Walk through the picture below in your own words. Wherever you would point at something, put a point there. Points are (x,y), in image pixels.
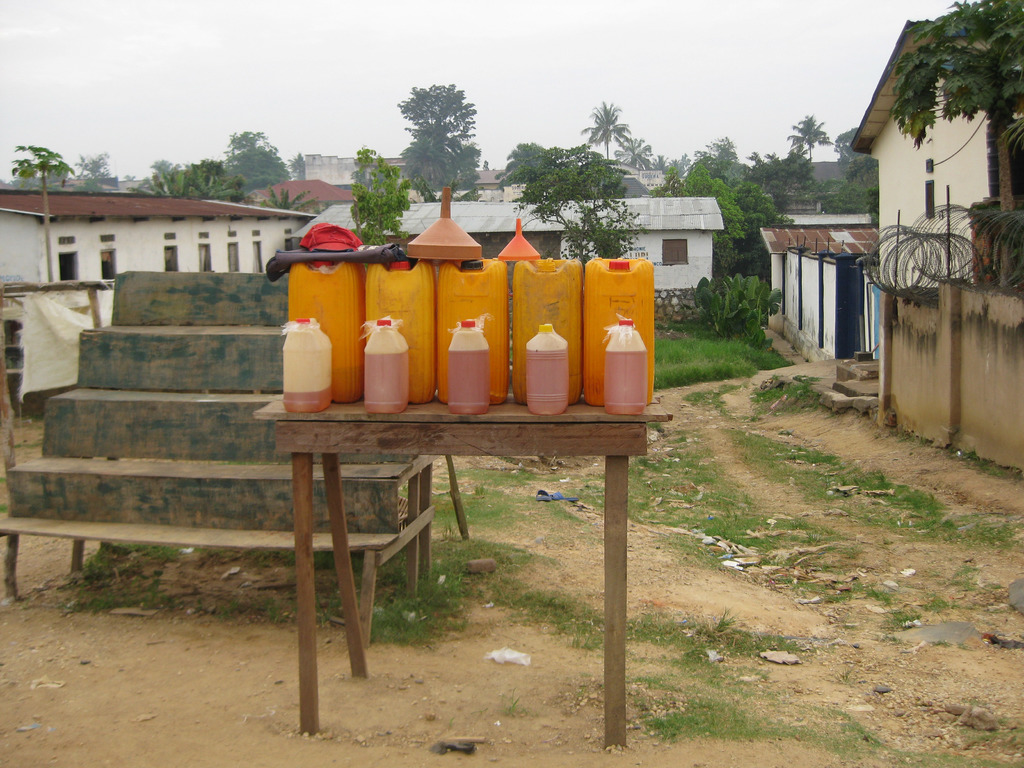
In the center of the image (448,430) there is a table (532,443). On top of it there are cans (398,297) and a few other objects (348,251). On the left side of the image (188,484) there are wooden stairs (242,453). In the background of the image (689,340) there is grass (697,346) on the surface (708,341). There are buildings (7,263), trees (240,183) and sky (604,23).
